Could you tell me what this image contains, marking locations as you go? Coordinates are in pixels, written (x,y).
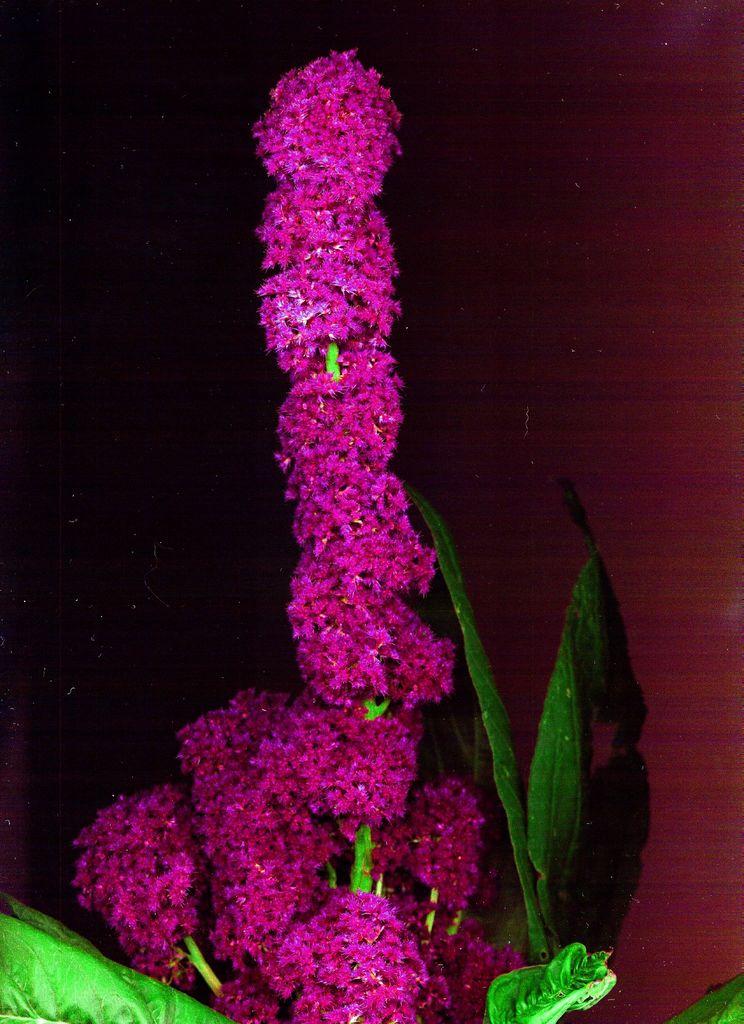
In this picture, it seems like a plant (412,634) in the center of the image (353,468).
